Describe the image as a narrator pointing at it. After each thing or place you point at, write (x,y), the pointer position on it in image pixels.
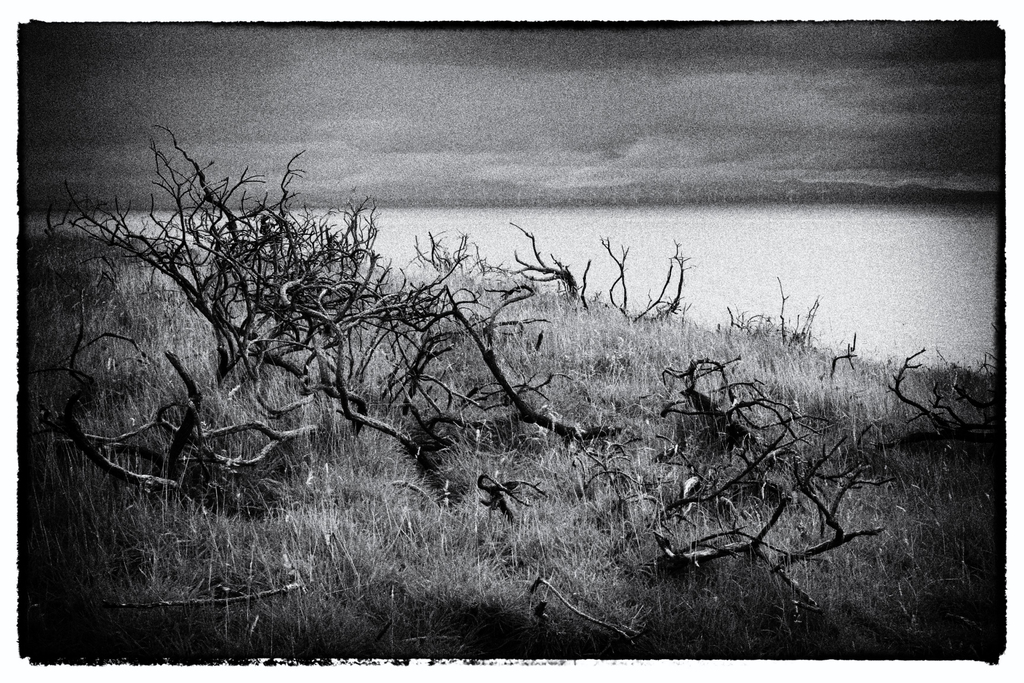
It is a black and white image. In this image there is a grass (574,451) on the surface (609,424). In front of that there is a river (849,267).
